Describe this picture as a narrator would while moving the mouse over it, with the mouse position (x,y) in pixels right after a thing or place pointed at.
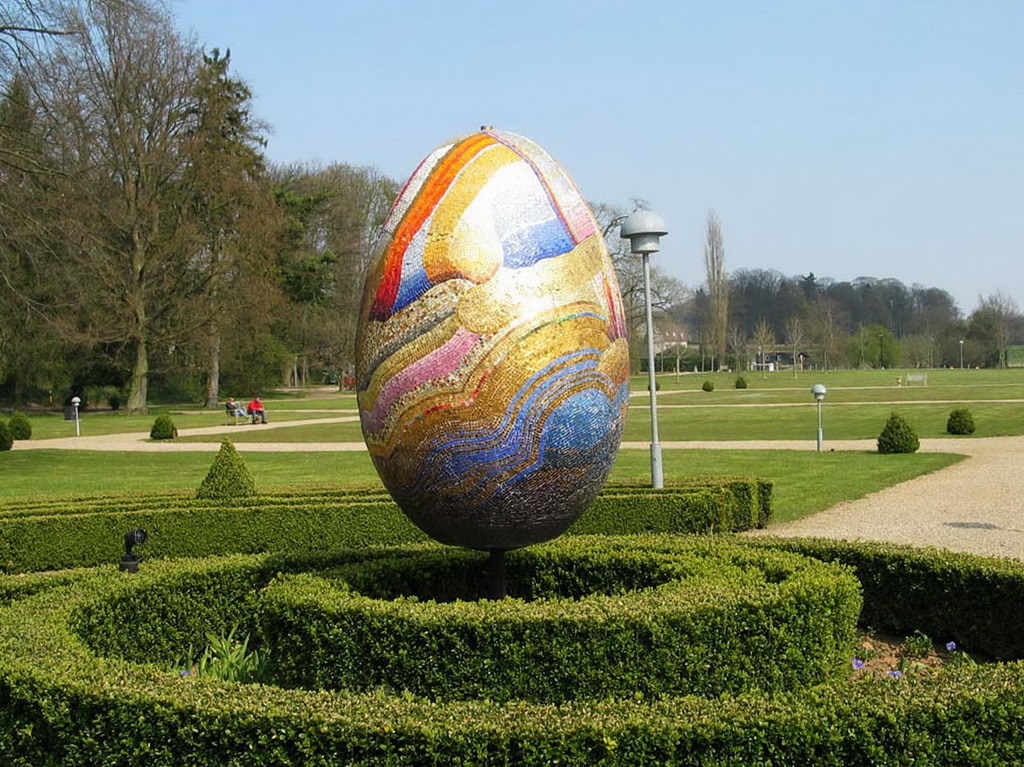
In this image, there is an outside view. There is an egg shaped object (540,385) in the middle of the image (459,335). There are some plants (397,710) at the bottom of the image (682,707). There is a pole (648,329) in between poles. In the background of the image (211,262), there are some trees (262,253) and sky (500,46).
